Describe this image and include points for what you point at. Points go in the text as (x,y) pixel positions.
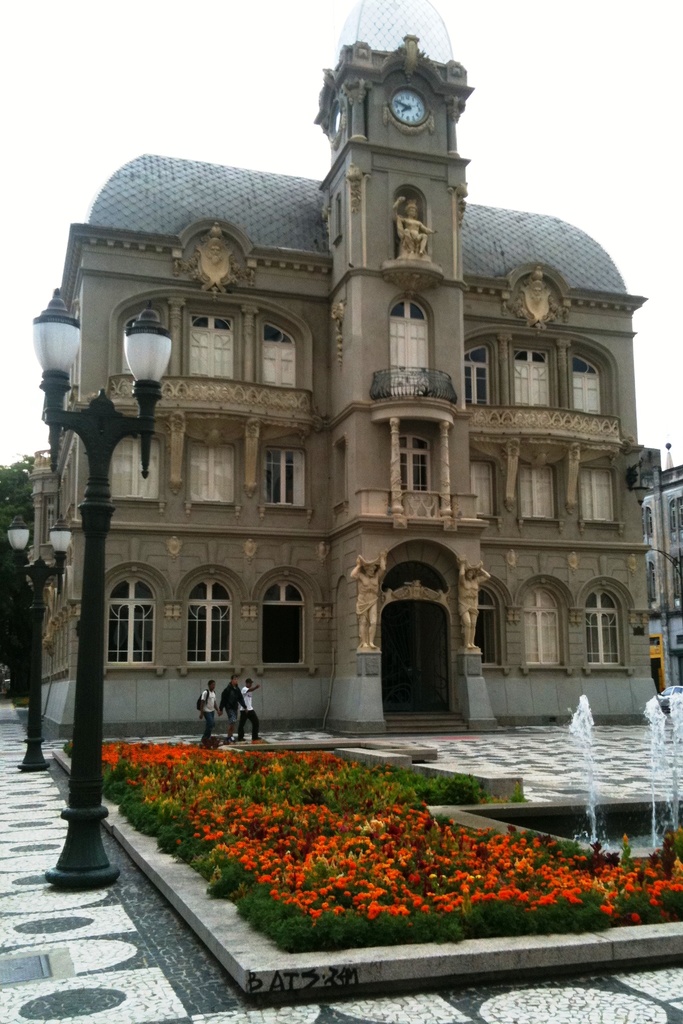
In this picture there are buildings (387,614) and there is a tree (17,695) and there are poles (92,761) and there are sculptures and there is a clock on the building (405,407) and there are three persons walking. In the foreground (400,876) there is a fountain (680,730) and there are flowers (390,823). At the top (560,49) there is sky (481,99). At the bottom (23,859) there is a floor (177,950).
